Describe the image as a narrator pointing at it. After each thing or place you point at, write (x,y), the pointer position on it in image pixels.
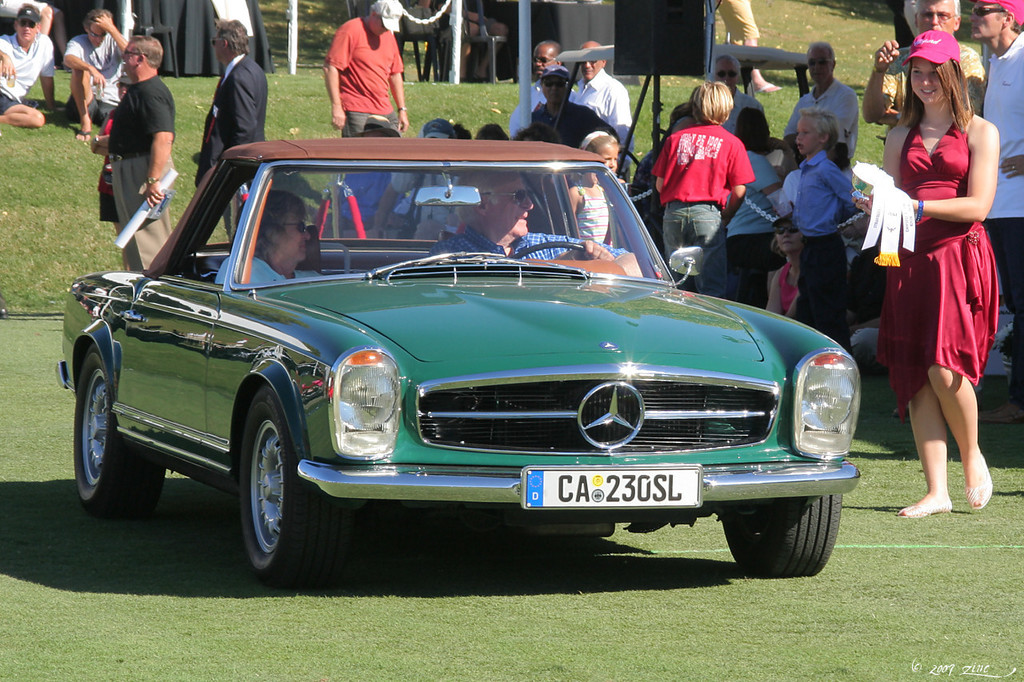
In this image there are 2 persons (474,245) sitting inside the car (234,371) and the background there is a woman (956,68) wearing a pink color hat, another group of people (846,249) standing near the car (713,321), speaker (694,69), pole (712,66) or stand (656,79), another group of people (363,103) walking back side of the car (405,141), another 2 people (87,61) sitting on the grass (271,119), tent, table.
